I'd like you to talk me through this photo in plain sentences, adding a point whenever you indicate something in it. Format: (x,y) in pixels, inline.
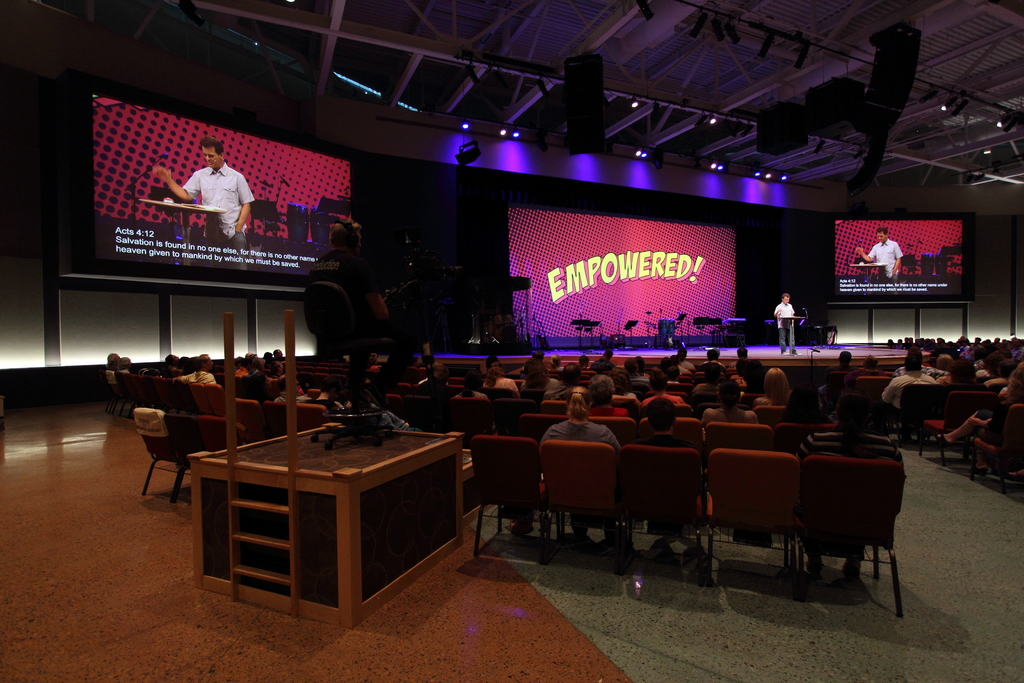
People (895,370) at an event, are watching a man (783,301), on the stage (803,351) with a large screen (713,278) behind him.
